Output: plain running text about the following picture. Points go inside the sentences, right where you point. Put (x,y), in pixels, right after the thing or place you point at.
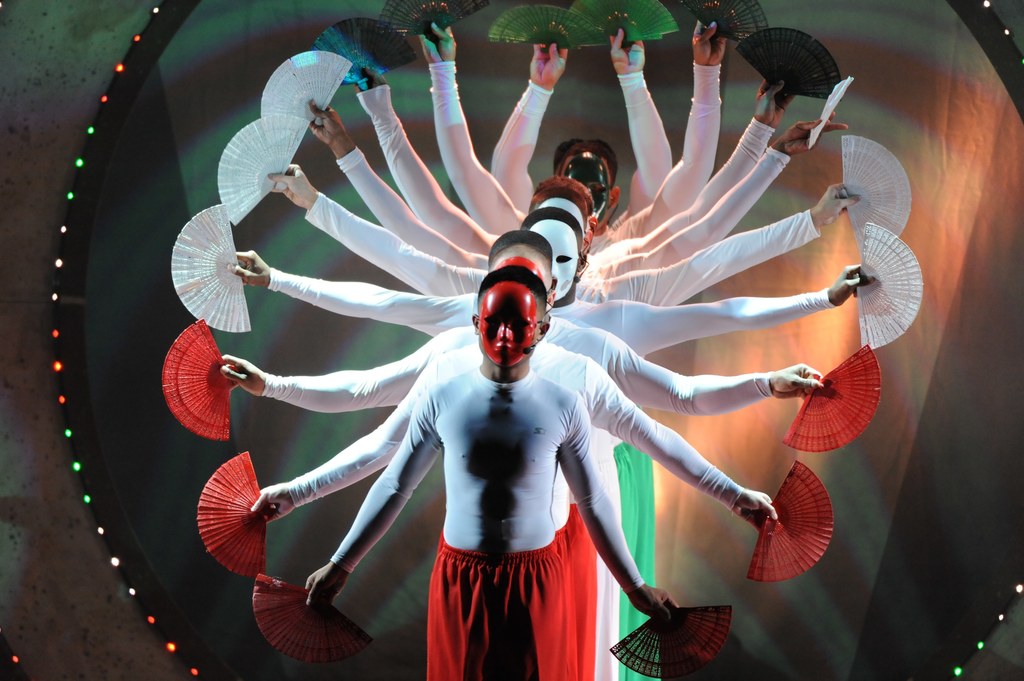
In the image we can see there are people (559,321) standing in a queue (596,268) and they are wearing face mask (483,335) on their face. They are holding hand fans (254,562) in their hand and the hand fans (744,24) are in red and white colour. They all are wearing white colour t shirt (565,447).
